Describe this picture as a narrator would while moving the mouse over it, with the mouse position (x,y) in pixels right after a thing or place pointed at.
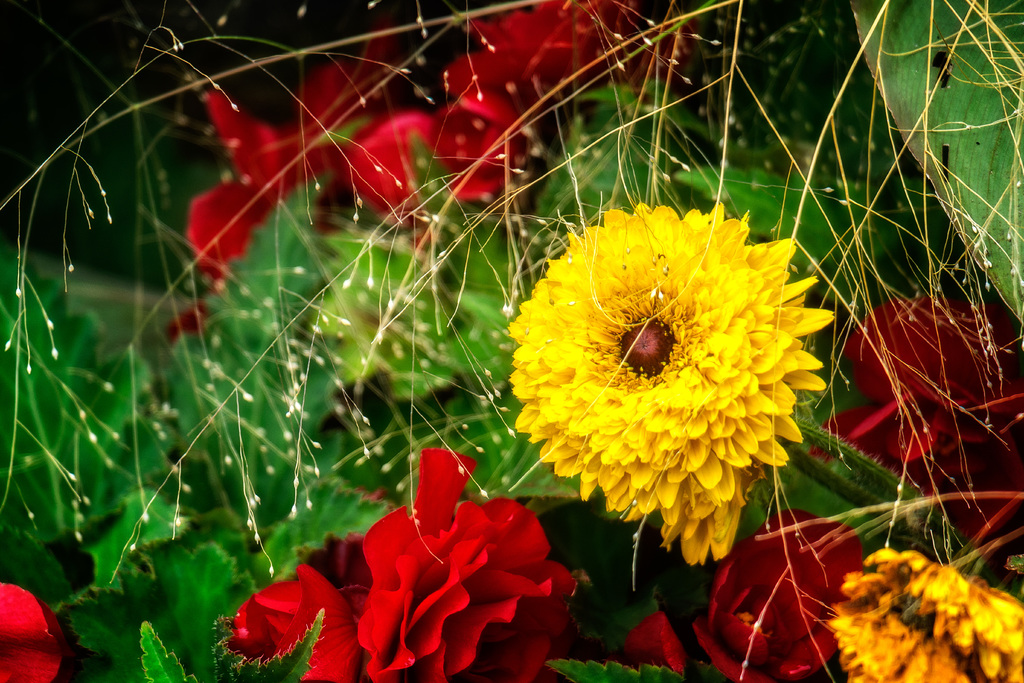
In this image I can see number of green colour leaves (590,138) and different types of flowers (556,409). I can also see this image is little bit blurry. I can see colour of these flowers (493,560) are red and yellow.
